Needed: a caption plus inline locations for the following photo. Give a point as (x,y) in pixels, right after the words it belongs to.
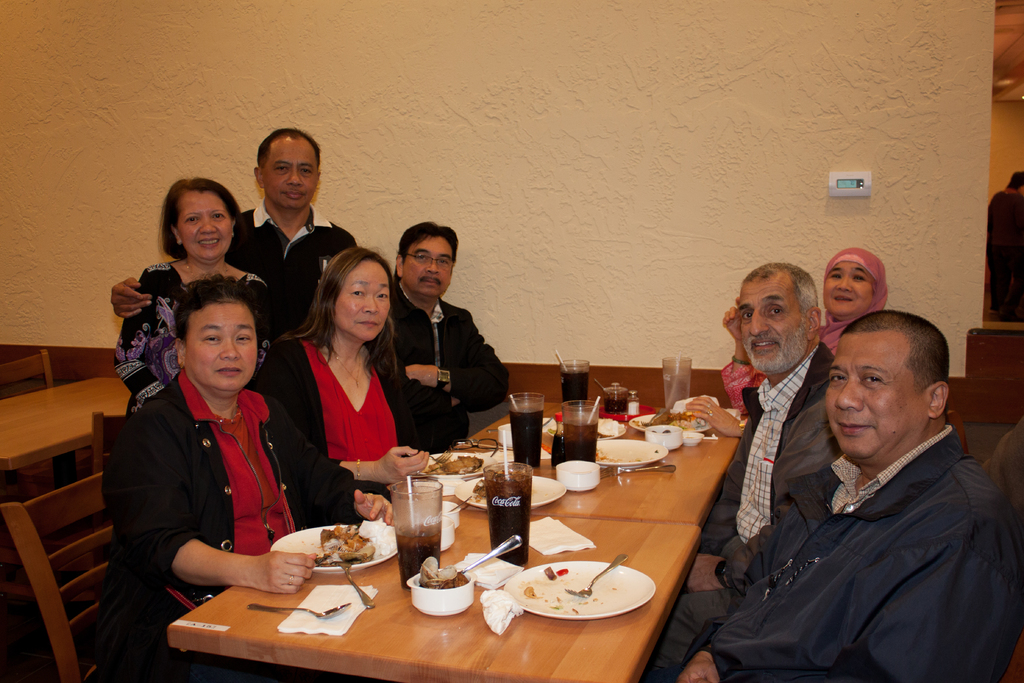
In this picture there are several people (393,366) sitting on a brown table (668,484) with food items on top of it.
